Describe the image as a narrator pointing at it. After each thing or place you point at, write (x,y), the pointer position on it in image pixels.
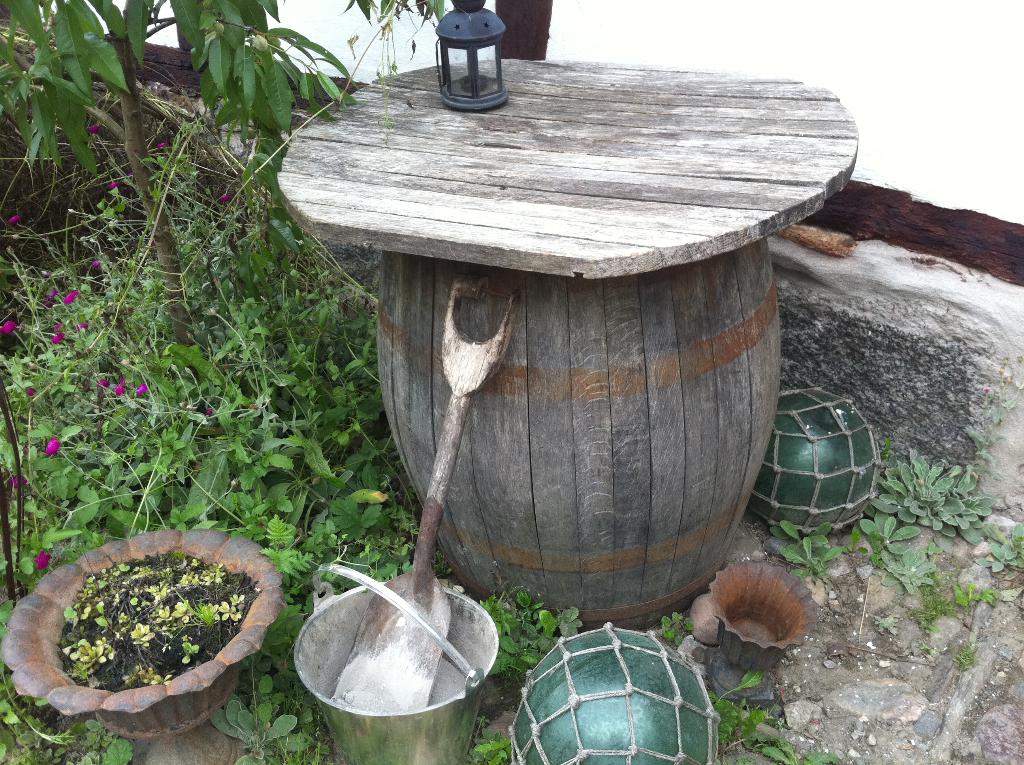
In this image I can see a wooden pot (494,290). I can also see few plants (81,312) in green color.
